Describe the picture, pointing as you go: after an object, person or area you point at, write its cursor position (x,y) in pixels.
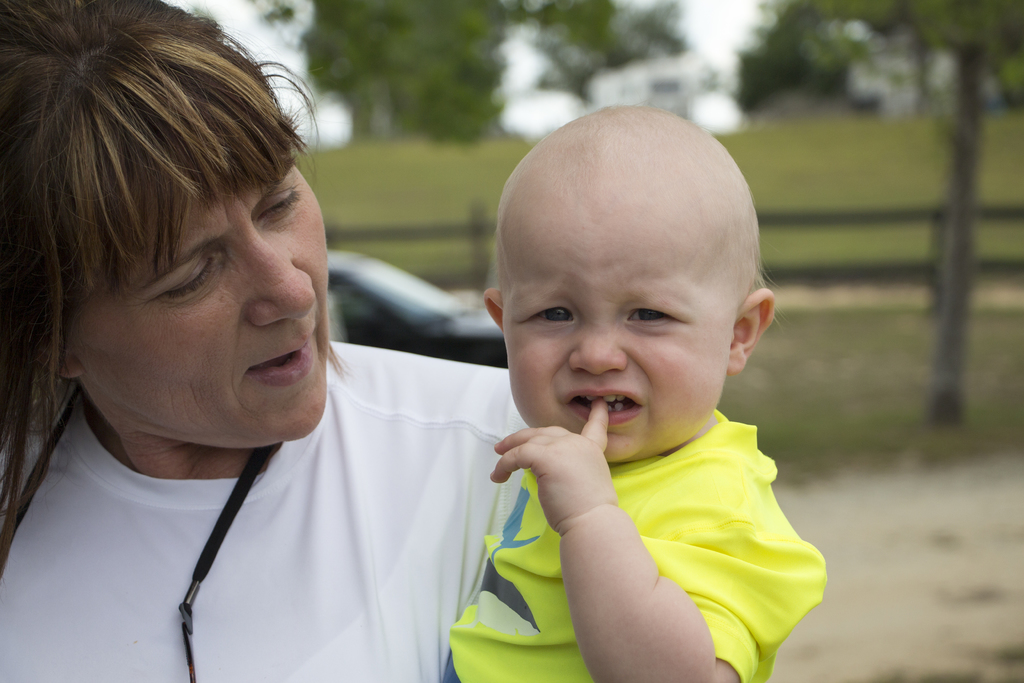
In this image we can see a woman (289,672), baby (534,454). In the background of the image (425,314) there is a car (402,331), fencing (932,253), trees (968,27), grass (842,177).
